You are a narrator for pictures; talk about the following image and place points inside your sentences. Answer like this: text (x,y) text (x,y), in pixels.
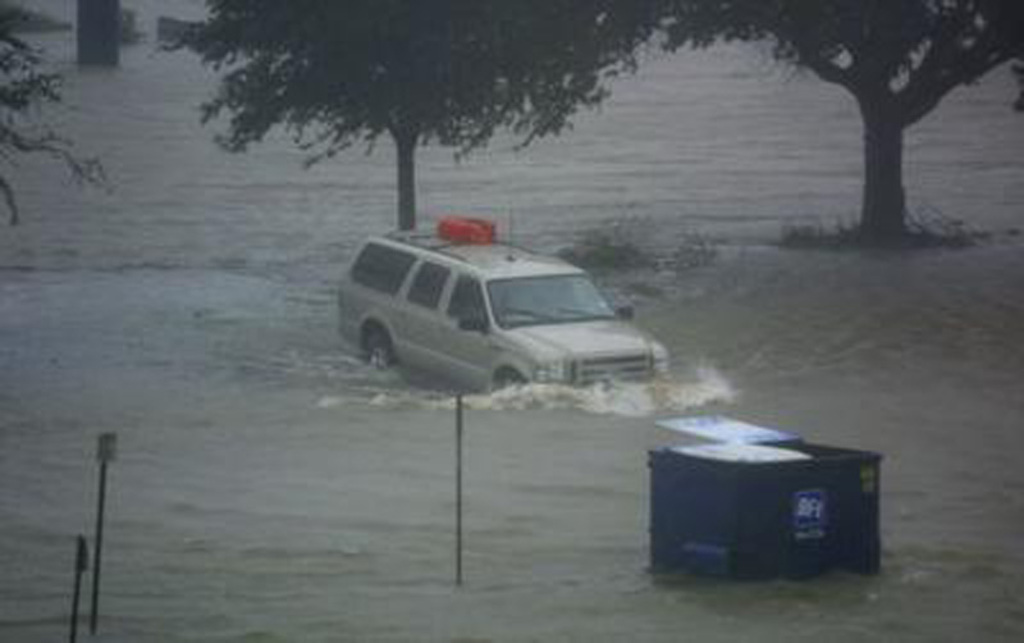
In this image I can see the water (223,332). I can see few black colored poles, a vehicle (480,331) and a blue colored object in the water (303,453).
